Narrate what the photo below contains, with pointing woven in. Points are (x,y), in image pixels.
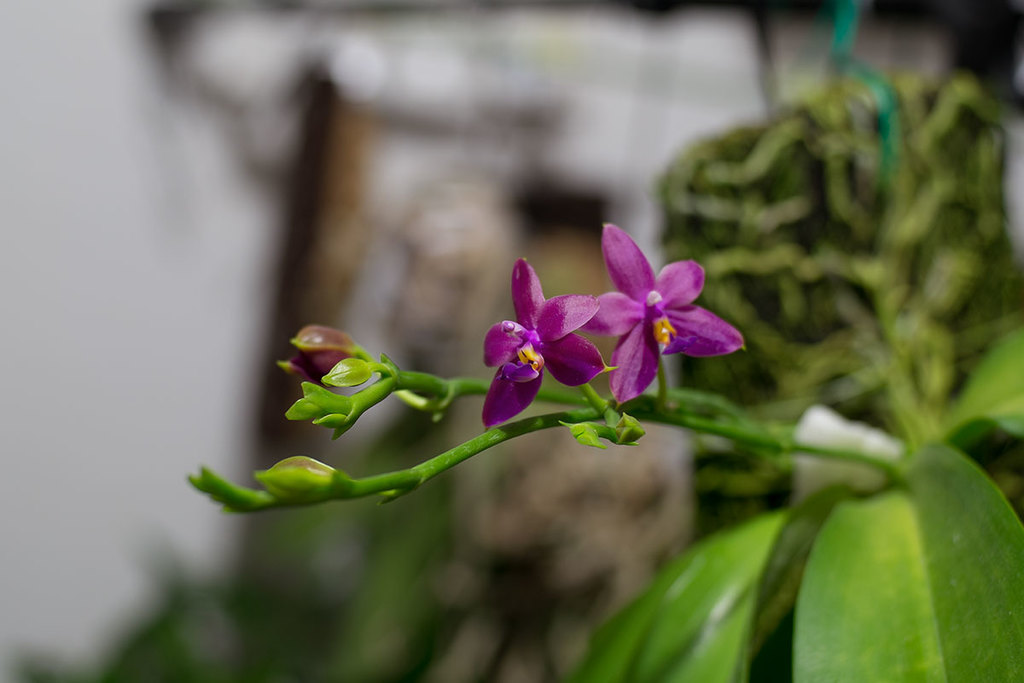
In this picture we can see a few flowers (679,318), buds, leaves (723,628) and stems (473,449). Background (527,452) is blurry.
